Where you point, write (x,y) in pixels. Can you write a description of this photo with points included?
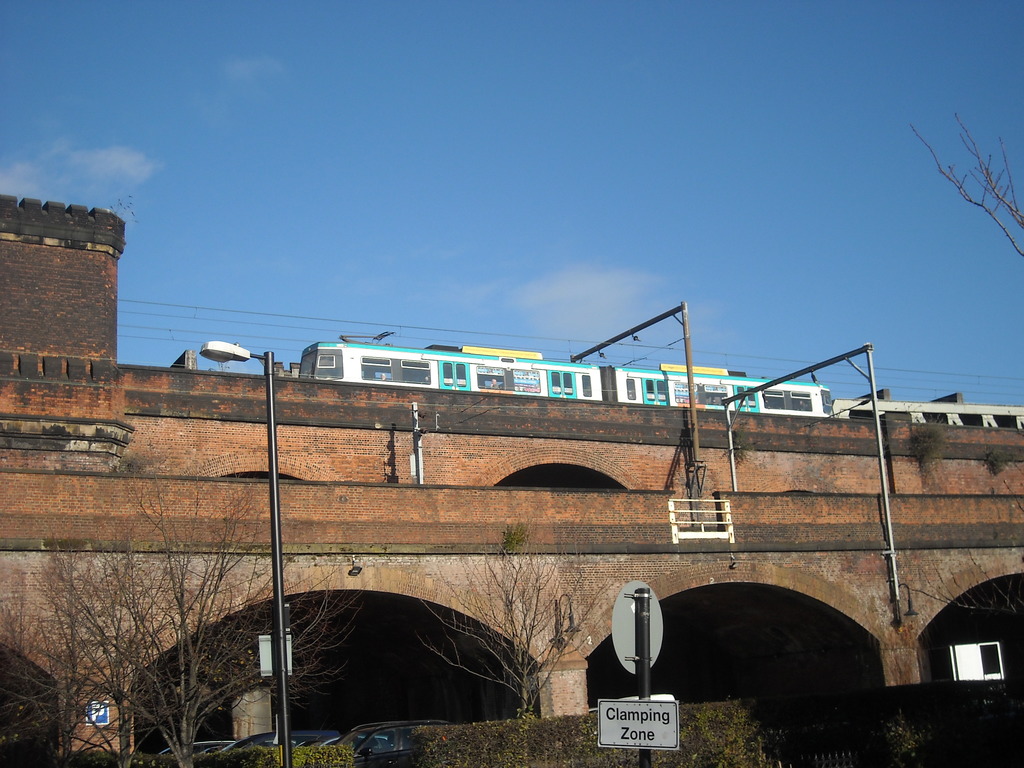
In this image there are poles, boards (675,714), light (239,357), trees (199,648), vehicles (355,763), plants (270,750), rods (697,496), arches (956,578), railing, train (404,368), bridge (388,479), wall (1016,431) and sky (391,178).
